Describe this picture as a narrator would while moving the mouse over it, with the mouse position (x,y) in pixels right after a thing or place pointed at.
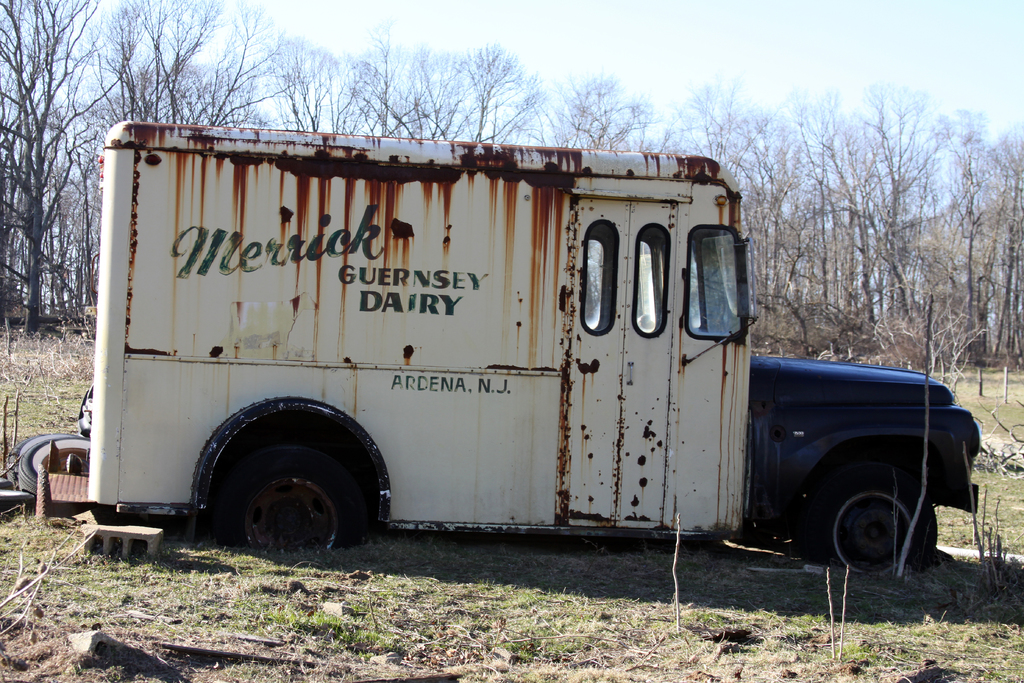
This picture is taken from outside of the city. In this image, in the middle (425,255), we can see a vehicle (409,238) which is placed on the grass (143,574). On the left side (53,477), we can see a tyre (29,486) and metal (72,492) and two wood sticks (17,398). In the background (965,291), we can see some trees (894,350), at the bottom (85,670), we can see a grass (826,663). At the top (786,22), we can see a sky (857,5).
